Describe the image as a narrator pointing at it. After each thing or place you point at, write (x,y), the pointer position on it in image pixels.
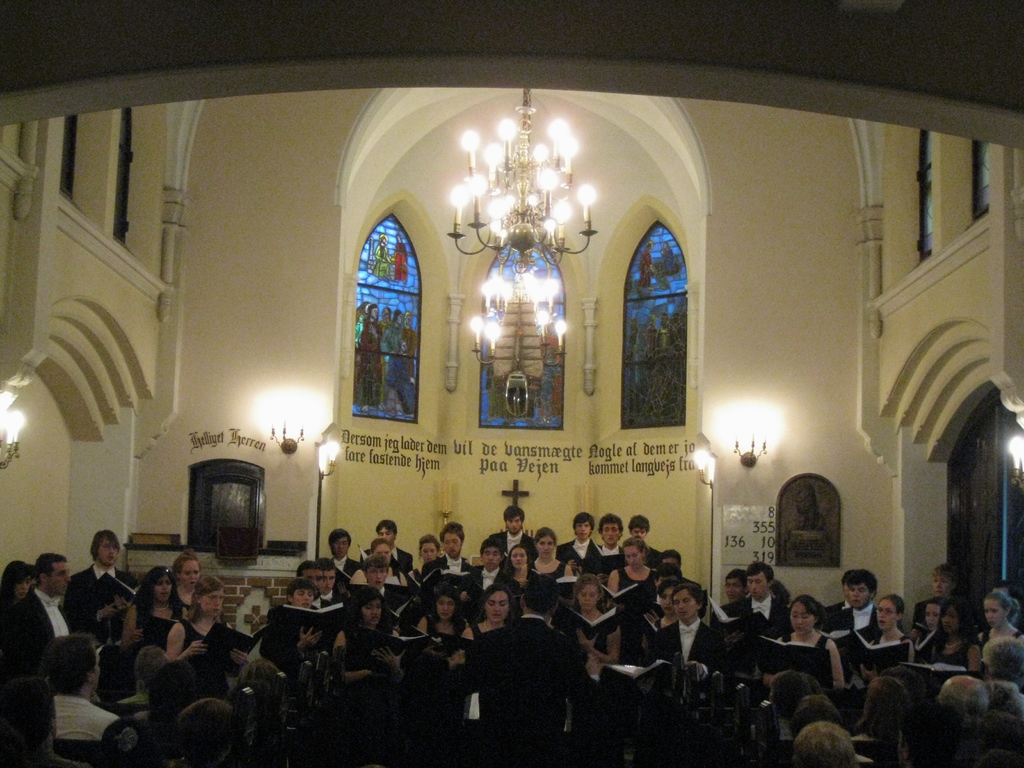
In the image I can see a cathedral construction (672,490). I can see a group of people (559,574) and they are holding a book (106,591) in their hands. I can see the decorative lamps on the wall (340,390). In the background (416,389), I can see the glass windows (556,385) and there are paintings (657,361) on the glass windows (671,346). There is a wooden door (1021,531) on the right side (959,512).
